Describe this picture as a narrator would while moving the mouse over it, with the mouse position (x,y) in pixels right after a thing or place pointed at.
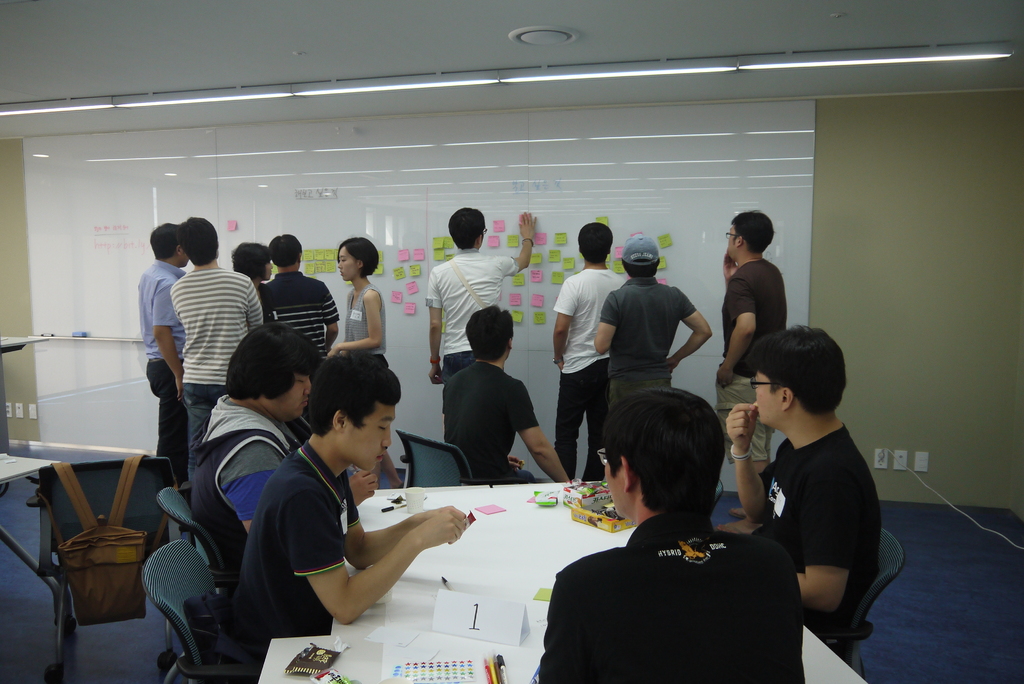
There are some people (301,310) standing here, near a whiteboard (427,252) to which some papers (401,252) were stuck. There are some people (292,465) sitting in the chairs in front of a table (404,622) on which some papers (485,627) and accessories (540,494) were placed. In the background (878,306) there is a wall (944,280).
